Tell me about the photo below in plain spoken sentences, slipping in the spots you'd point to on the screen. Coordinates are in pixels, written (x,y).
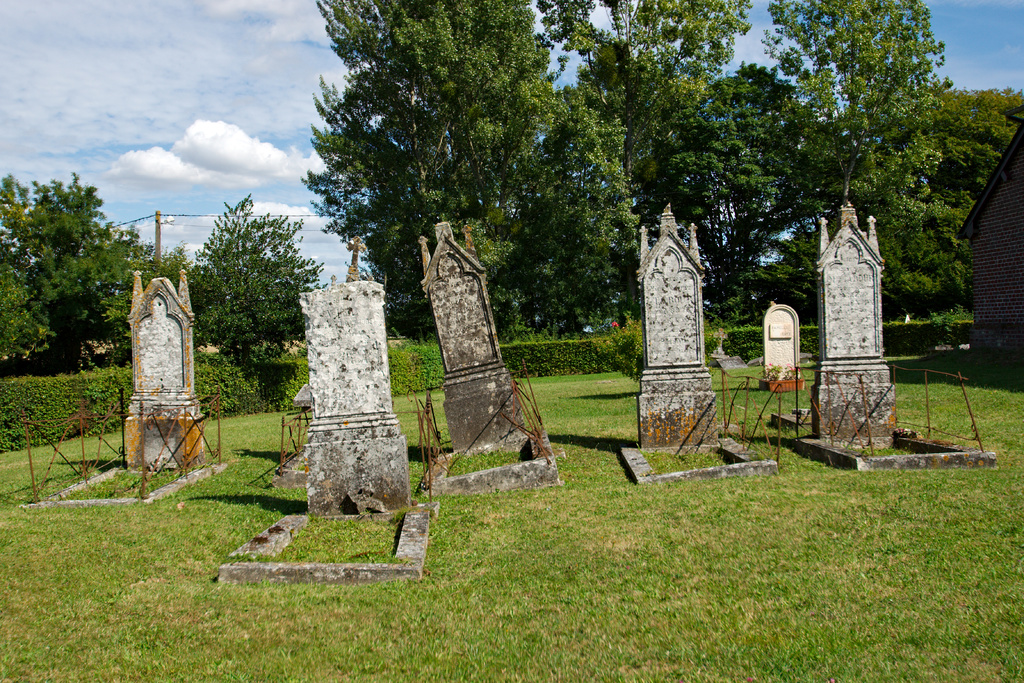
This is a picture of a graveyard (449,537), where there are plants (112,423), grass (1005,421), house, pole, trees (63,325), sky (184,80).
